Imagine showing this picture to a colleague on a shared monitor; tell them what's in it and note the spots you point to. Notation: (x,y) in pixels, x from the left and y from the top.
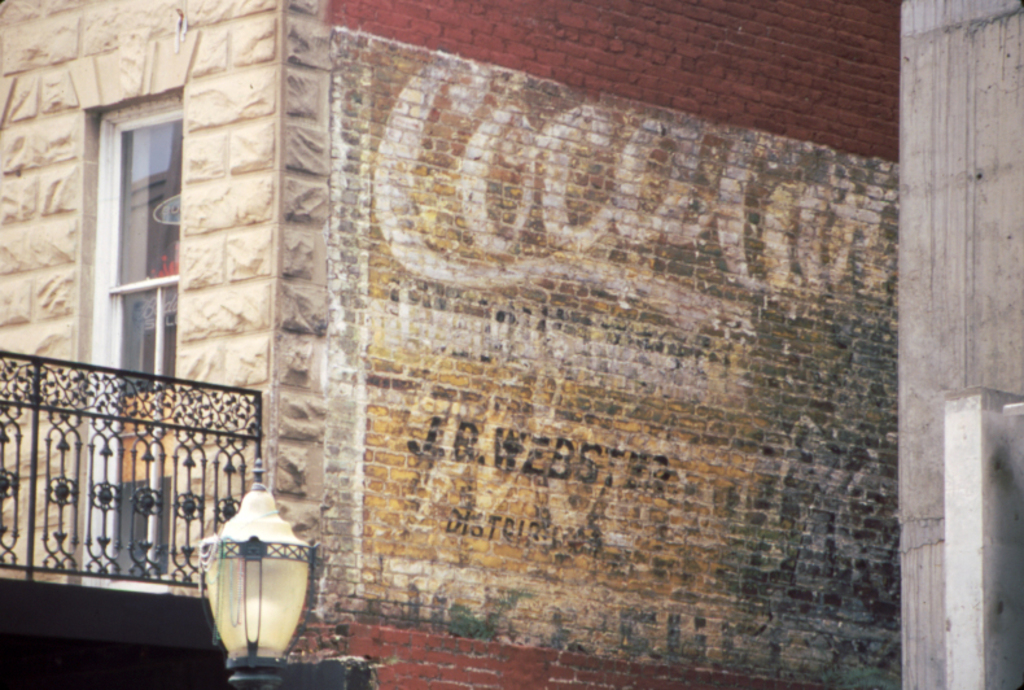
In this image I can see building walls (299,100) with some bricks (356,76) and stones (139,65) I can see a window (121,320) and a balcony (207,408). On the right hand side (936,341) I can see a pillar (985,293). In the center of the image (476,346) the brick wall (601,381) is painted with some text (720,323). At the bottom of the image (311,575) towards the left hand side (289,637), I can see a pole light (223,592).
